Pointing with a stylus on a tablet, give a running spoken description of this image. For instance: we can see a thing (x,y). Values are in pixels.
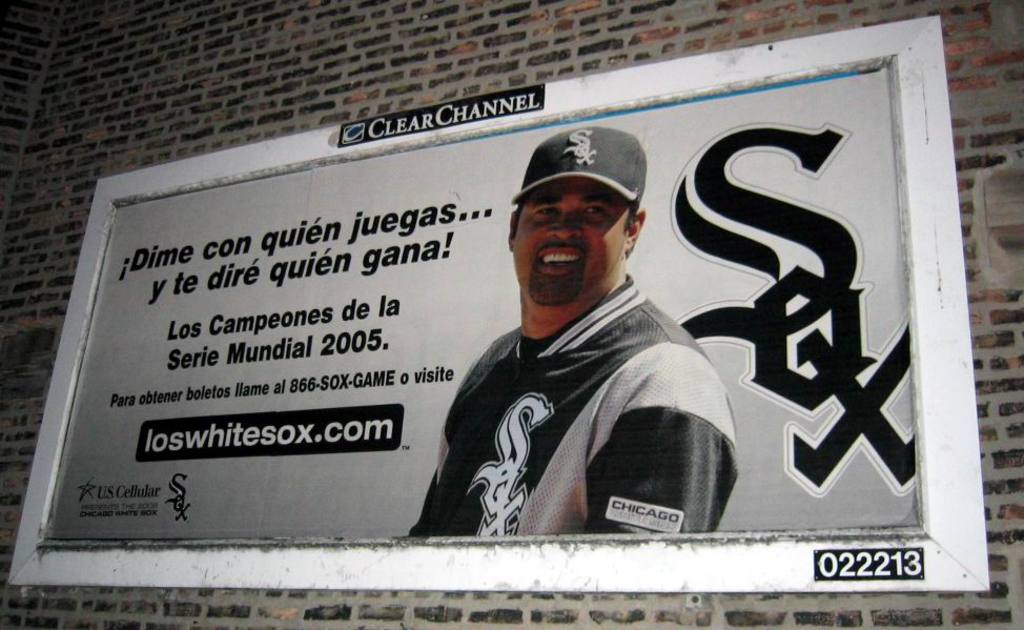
In the center of the image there is a brick wall (20,135). On the wall (76,143), we can see one banner (484,417). On the banner (410,485), we can see one person (535,477) smiling and he is wearing a cap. And we can see some text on the banner (584,429).
